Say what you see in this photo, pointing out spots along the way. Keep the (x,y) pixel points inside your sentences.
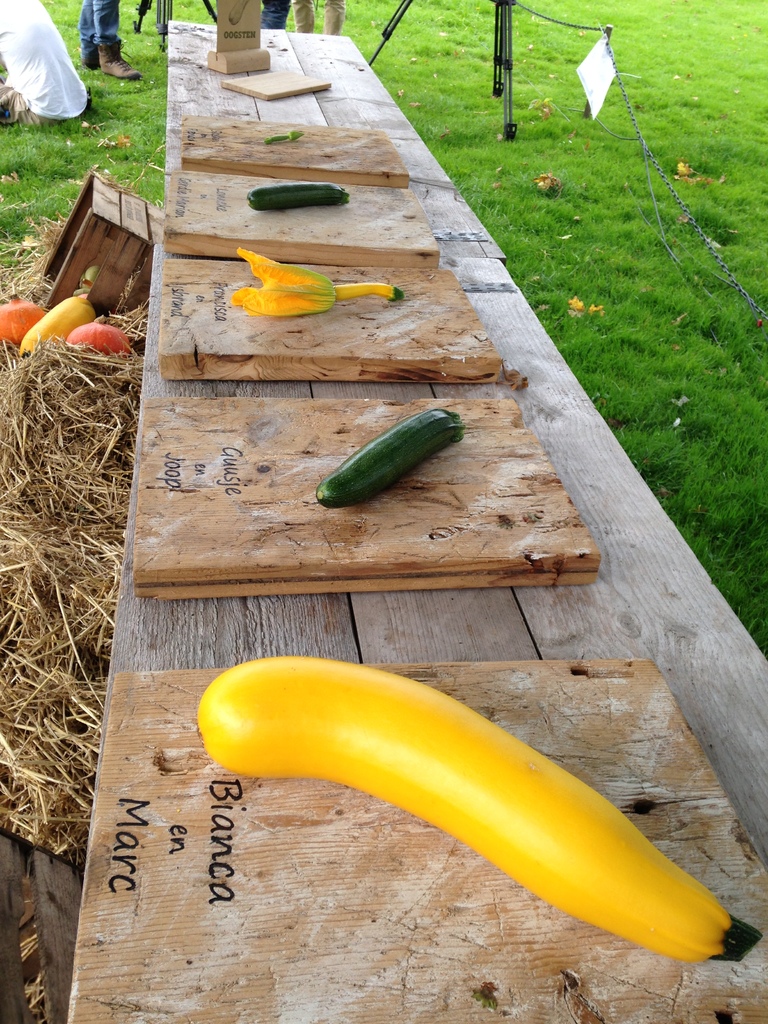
In this given picture, We can see a green color garden (656,194) and we can see few wooden boards (408,989) with vegetables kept on it after that, We can see dry grass (74,465) and small wooden box (86,253) few vegetables (60,333) kept on left hand side (44,378) next, We can see few people (114,48) standing and a white color t shirt person (78,80) sitting in a garden (571,36).
